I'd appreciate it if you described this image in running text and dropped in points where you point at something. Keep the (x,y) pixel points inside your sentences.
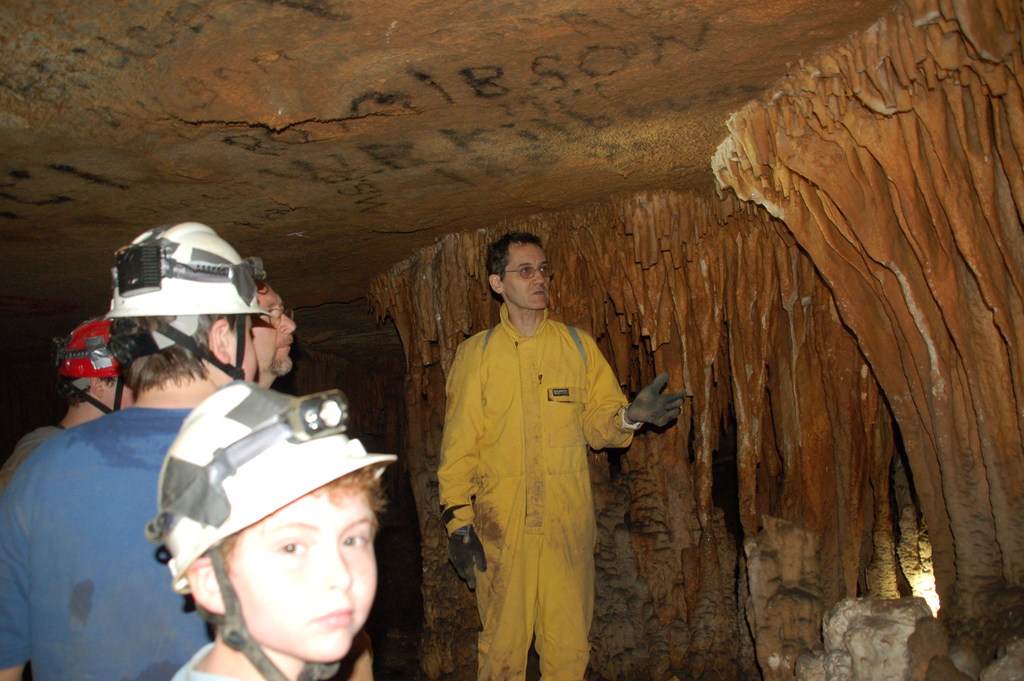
In this picture I can see few persons (272,345) standing in front (196,341) and I see that 3 of them are wearing helmets (225,390) and I see the inside view of a cave (656,298) in this picture and I see something is written on the top of this picture (94,178).
